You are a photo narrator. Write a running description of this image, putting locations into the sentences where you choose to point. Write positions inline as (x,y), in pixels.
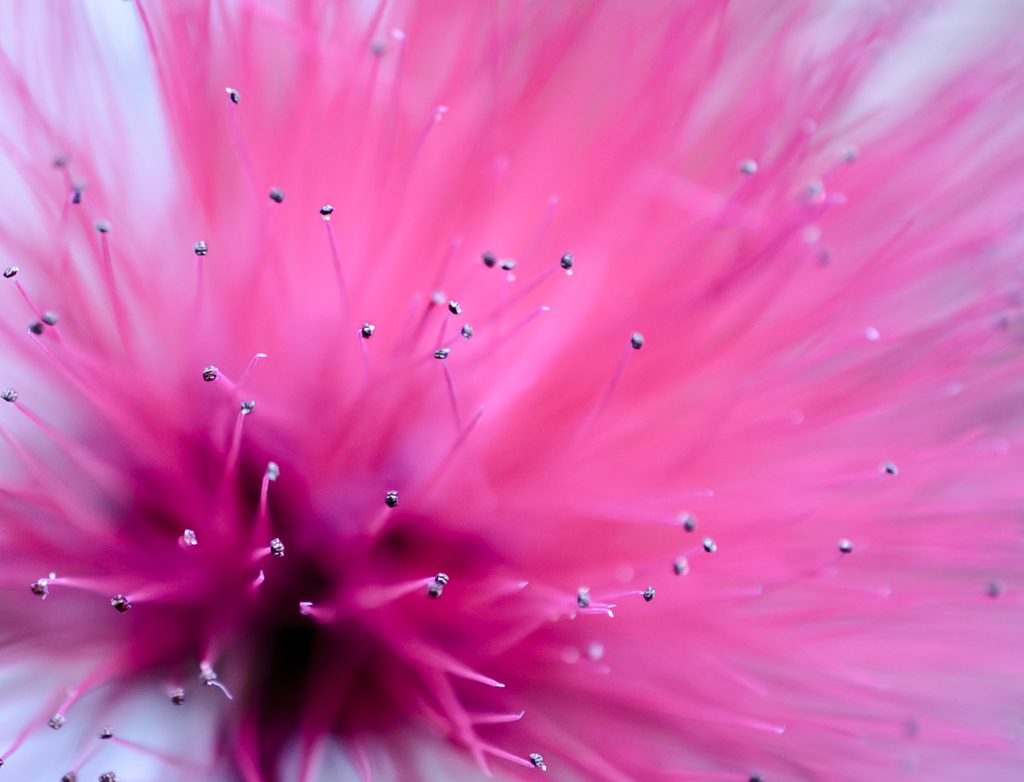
In this image there is a pink flower (536,386) truncated.
